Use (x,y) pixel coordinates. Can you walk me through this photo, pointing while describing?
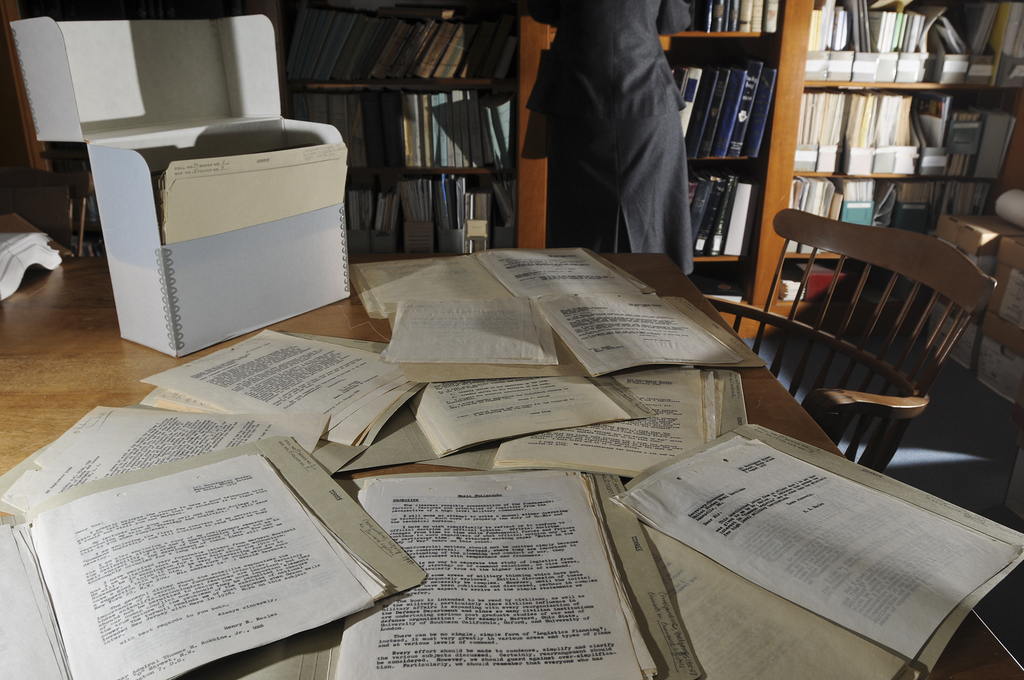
This picture shows number of papers (365,451) on the table (79,356) and a box (229,240) here. There is a chair (823,336) in front of the table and a woman (611,155) is standing in front of a bookshelf (416,111) here.
